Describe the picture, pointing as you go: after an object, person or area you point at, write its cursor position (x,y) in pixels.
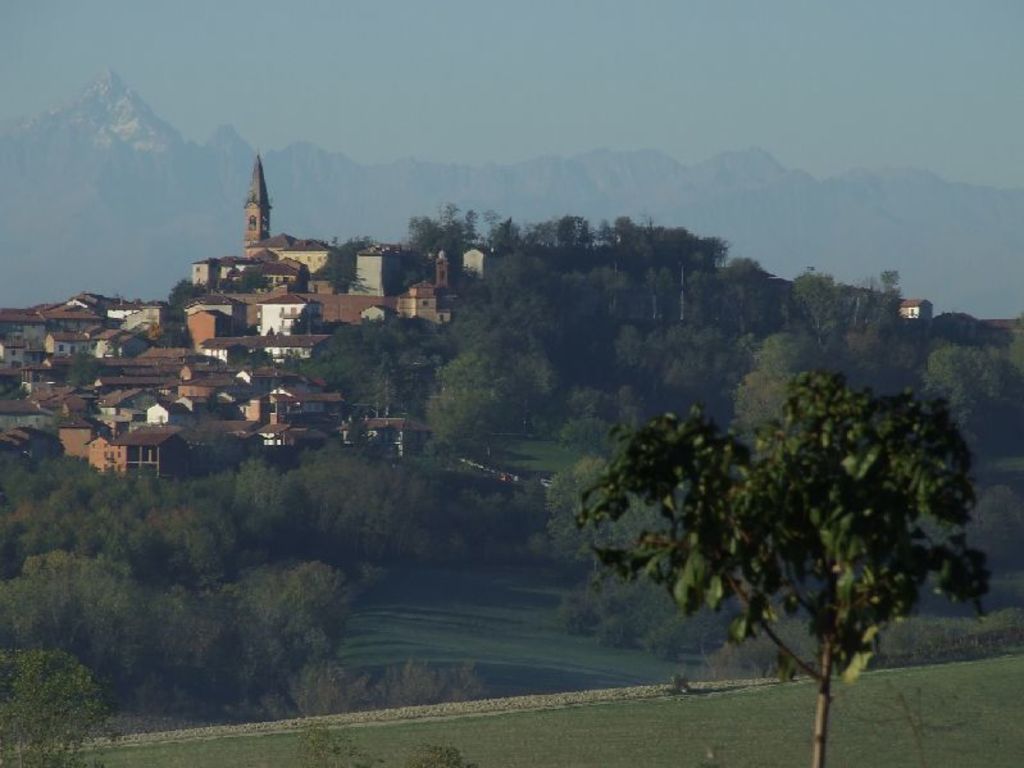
In this picture I can observe houses (292,316) on the left side (183,370). I can observe trees (514,526) in this picture. In the background (101,138) there are hills (450,185) and sky (476,83).
